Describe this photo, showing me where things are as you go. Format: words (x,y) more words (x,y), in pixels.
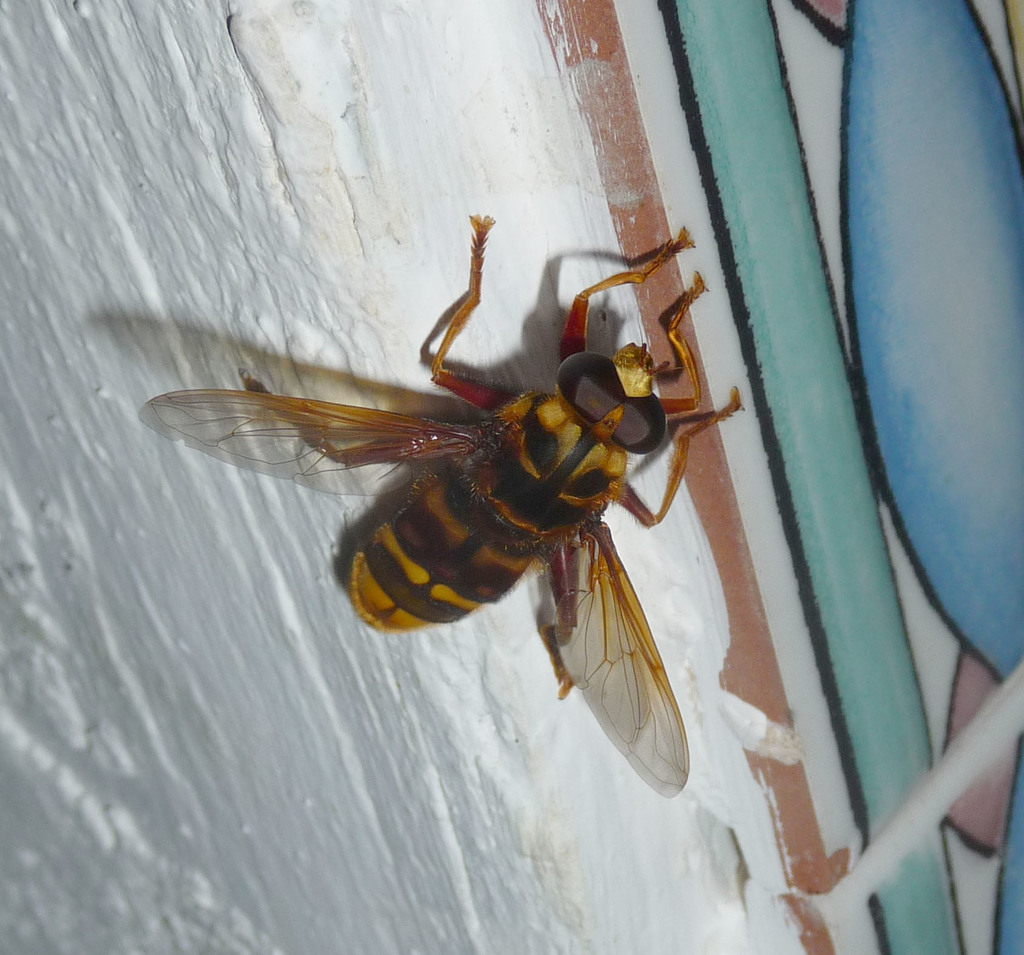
In this image we can see an insect (541,437) on the wall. On the right side of the image (802,136) we can see tiles (803,111) with some design (888,704).
